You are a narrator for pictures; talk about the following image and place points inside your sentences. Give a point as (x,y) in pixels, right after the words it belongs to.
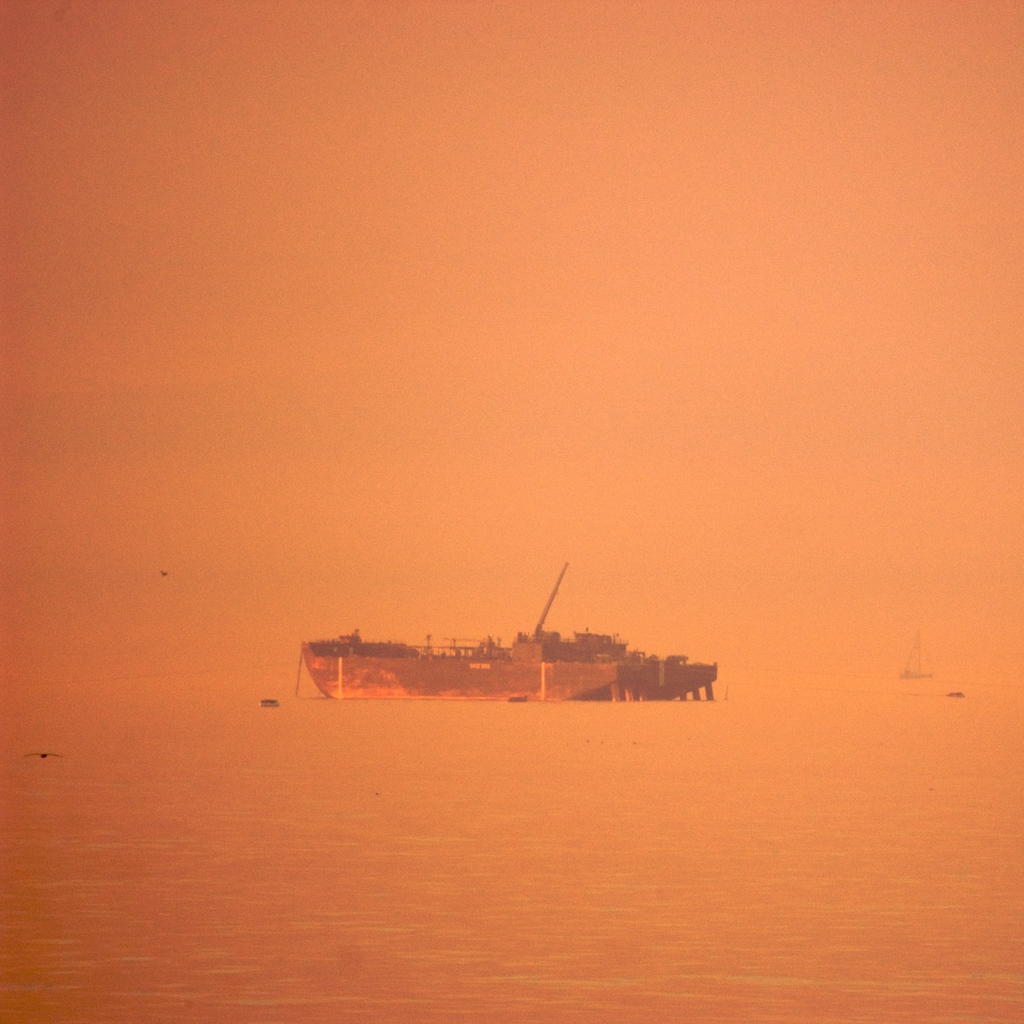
In this image there is a boat (359,665) on the sea (570,711), we can see some birds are flying.
